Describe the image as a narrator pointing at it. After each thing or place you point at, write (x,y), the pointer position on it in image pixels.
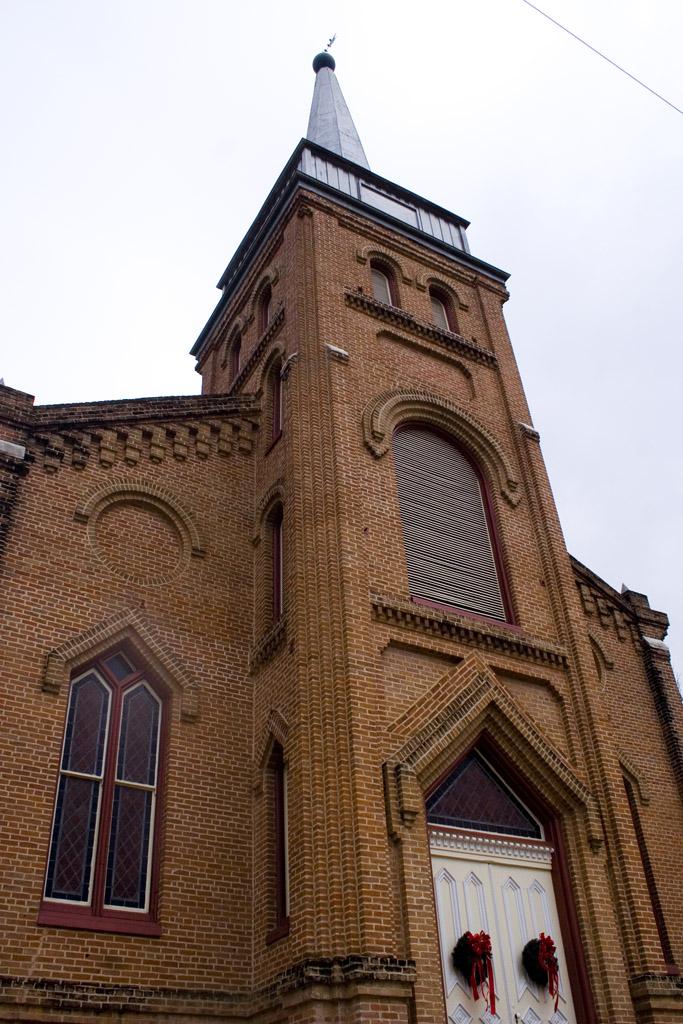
In this image there is the sky (111,185), there is a wire (587,44) truncated towards the right of the image (556,23), there is a church (344,685) truncated, there are windows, there are objects (479,966) on the door (509,1010).
